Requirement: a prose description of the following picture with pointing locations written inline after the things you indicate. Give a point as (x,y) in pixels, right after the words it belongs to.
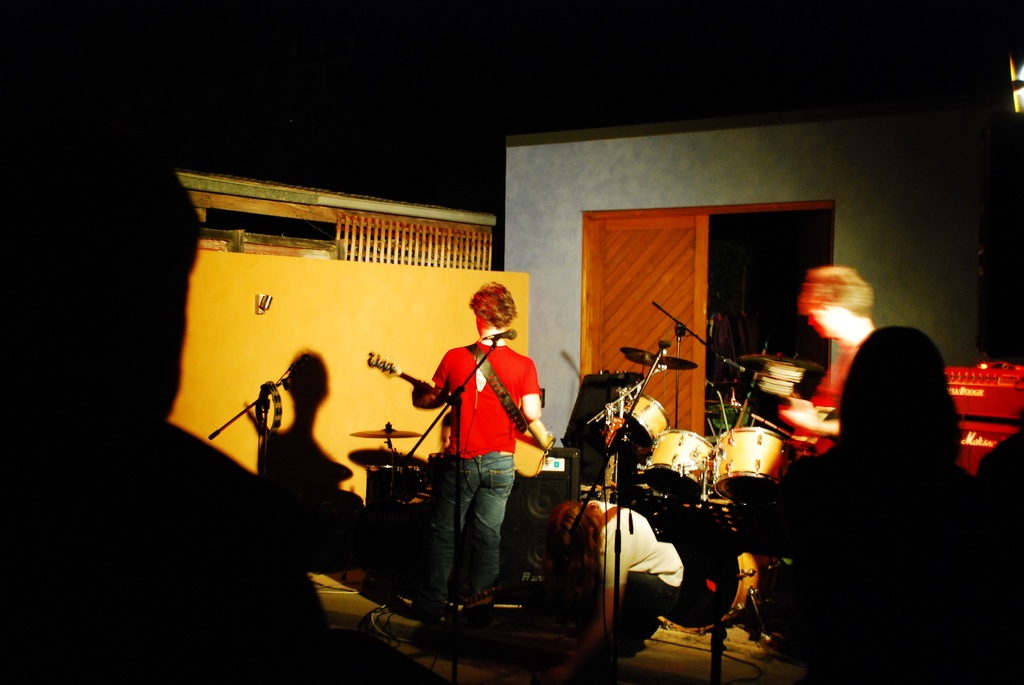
In this picture there is a music band (503,365) in which everyone is playing a musical instrument (654,432). In the background (399,331) there is a wall (409,317) and a door (701,285) here.
